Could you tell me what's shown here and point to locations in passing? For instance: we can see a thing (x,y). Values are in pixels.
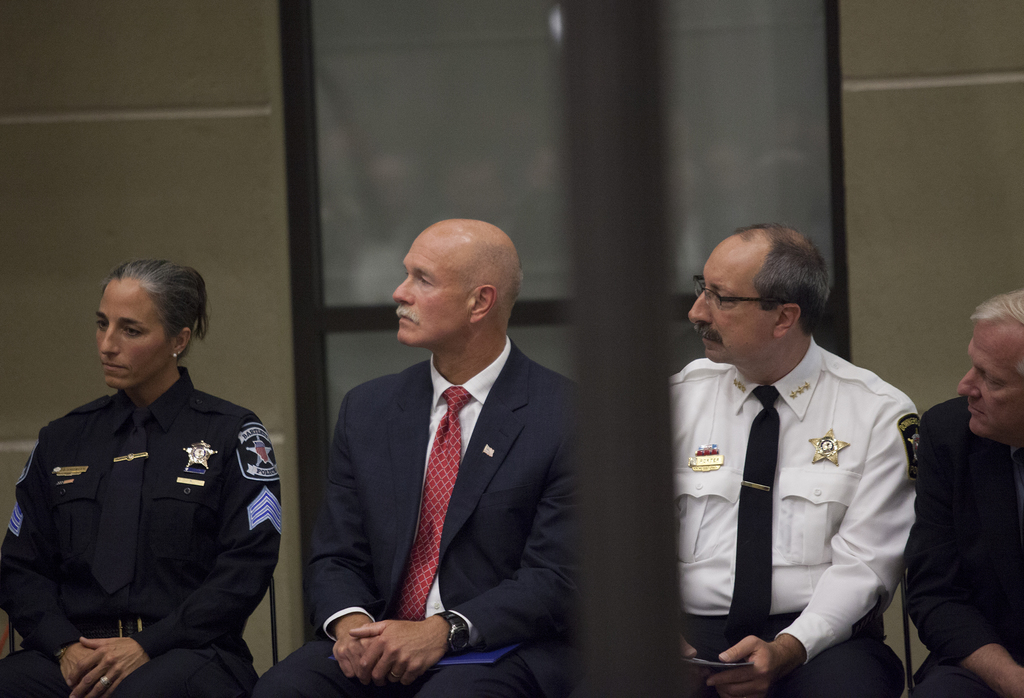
In this picture there are group of people (442,457) sitting on the chairs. At the back (331,193) it looks like a door (381,102) and there is a wall (51,81). In the foreground (610,676) there is a pole (620,547).
